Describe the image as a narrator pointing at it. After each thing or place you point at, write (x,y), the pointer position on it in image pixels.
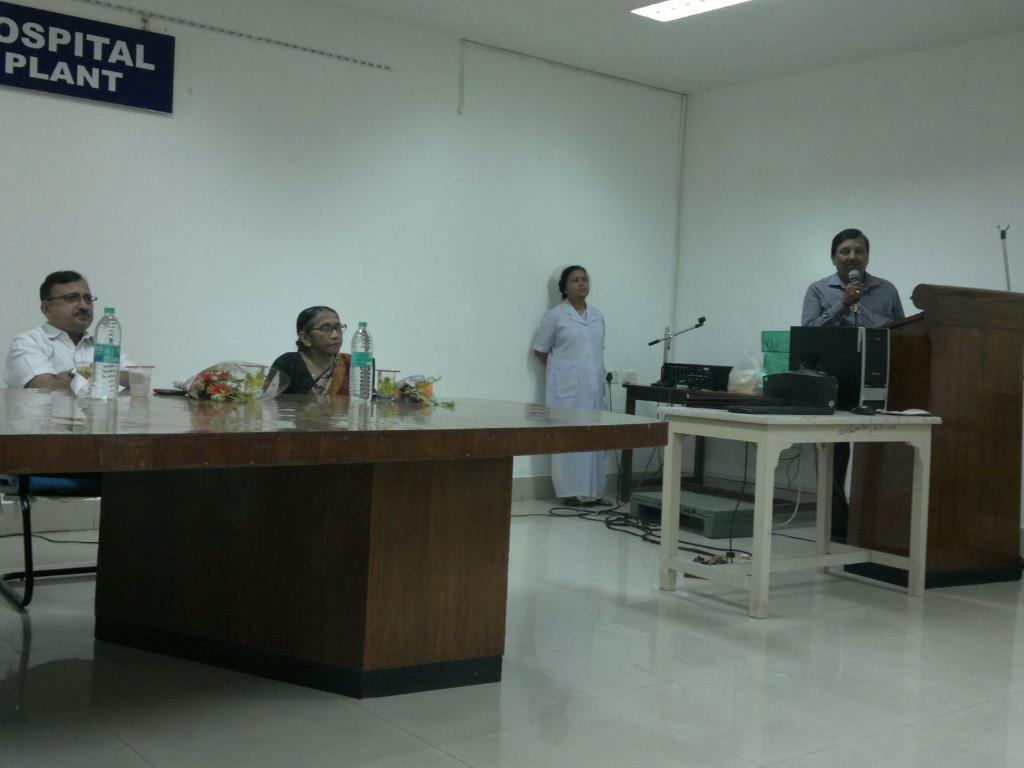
In this picture we can see a man (58,280) and a woman (278,361) sitting on the chairs (59,481). This is table (198,447). On the table (240,407) there are bottles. Here we can see two persons (865,300) standing on the floor (859,583). He is holding a mike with his hand (856,291). And this is podium (956,393). On the background (762,170) there is wall (278,110) and this is board (71,69). Here we can see a light (680,16).
